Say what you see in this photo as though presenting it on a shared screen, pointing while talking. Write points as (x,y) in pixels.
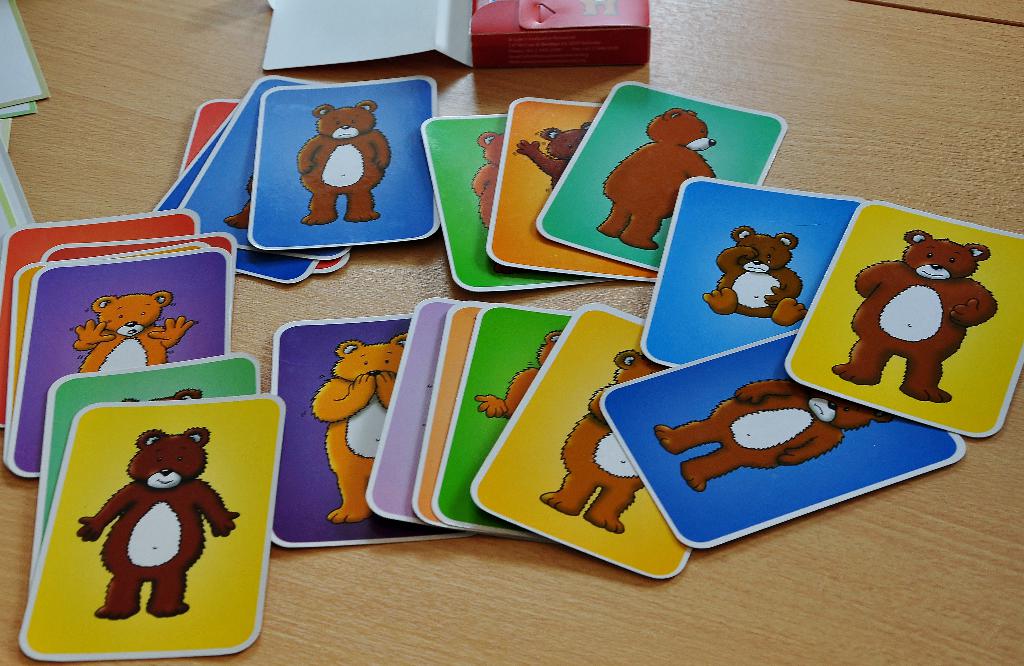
In this image there are a few different colored cards (141,368) which have a teddy bear image (721,403) on it, is placed on a surface (617,631).
